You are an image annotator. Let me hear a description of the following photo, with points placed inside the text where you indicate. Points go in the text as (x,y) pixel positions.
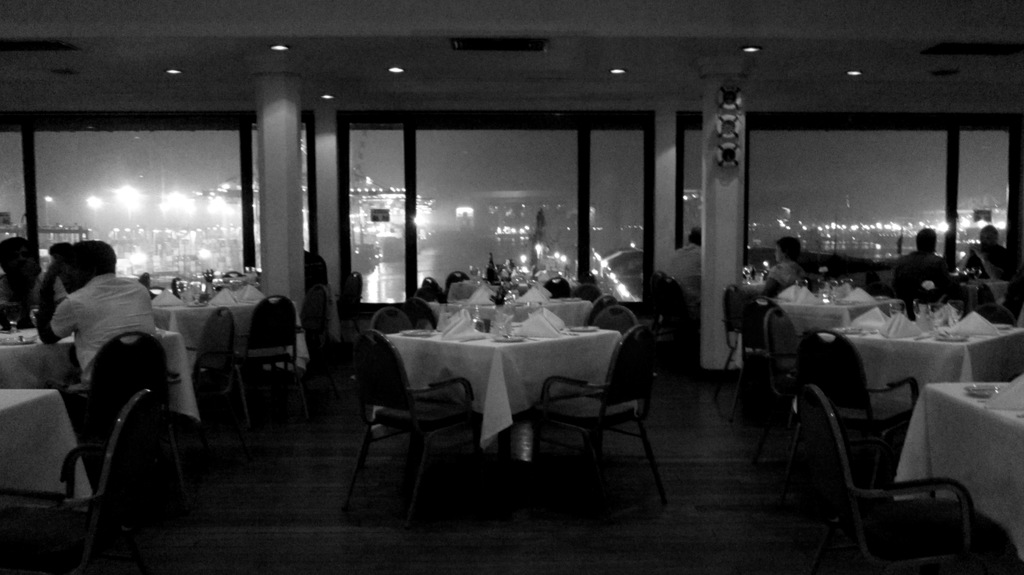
In this image, There are some tables (924,372) which are covered by white color clothes (501,387), there are some chairs (587,427) which are in black color, There are some people (993,279) sitting on the chairs (993,309) around the tables (831,304), There are glass windows (167,170) which are in black color.
